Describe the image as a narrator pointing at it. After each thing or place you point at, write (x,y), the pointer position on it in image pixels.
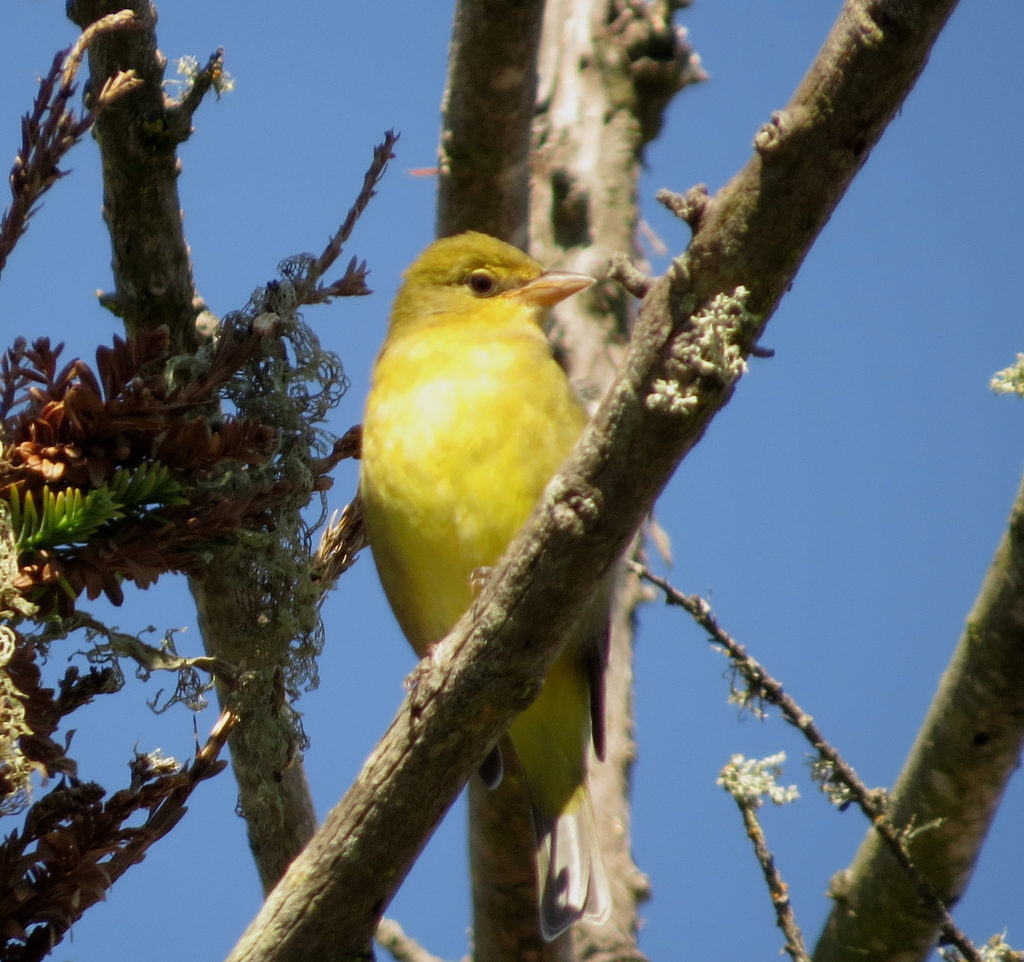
In this picture I can see a bird (525,497) is sitting on a tree (545,542). The bird (497,461) is yellow in color. In the background (244,257) I can see the sky (244,257).
